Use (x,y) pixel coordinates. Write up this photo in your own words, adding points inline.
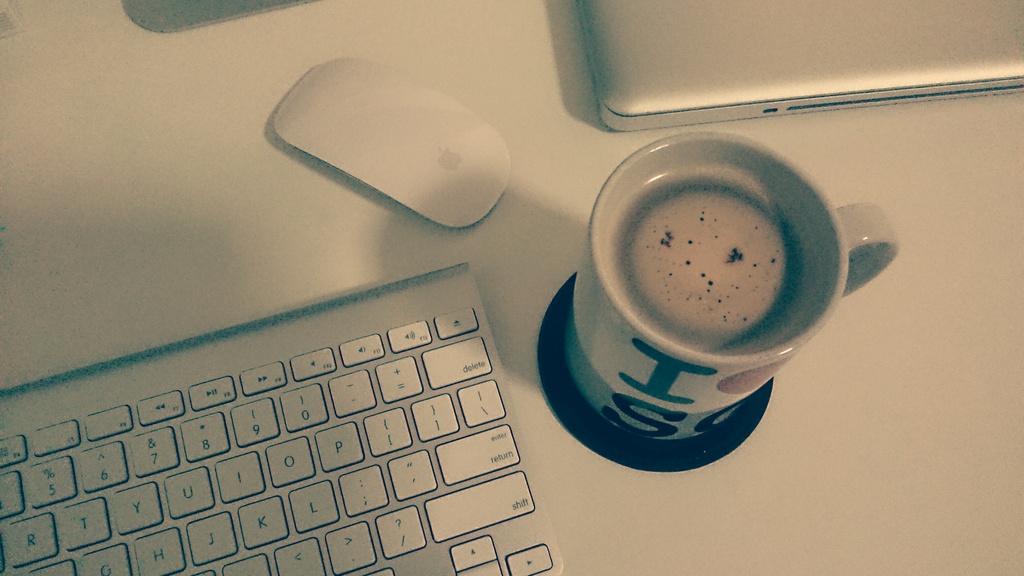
In the middle (613,331) there is a coffee cup (728,346), on the left side (159,548) there is a keyboard (356,425) and here it is a mouse (368,145).
